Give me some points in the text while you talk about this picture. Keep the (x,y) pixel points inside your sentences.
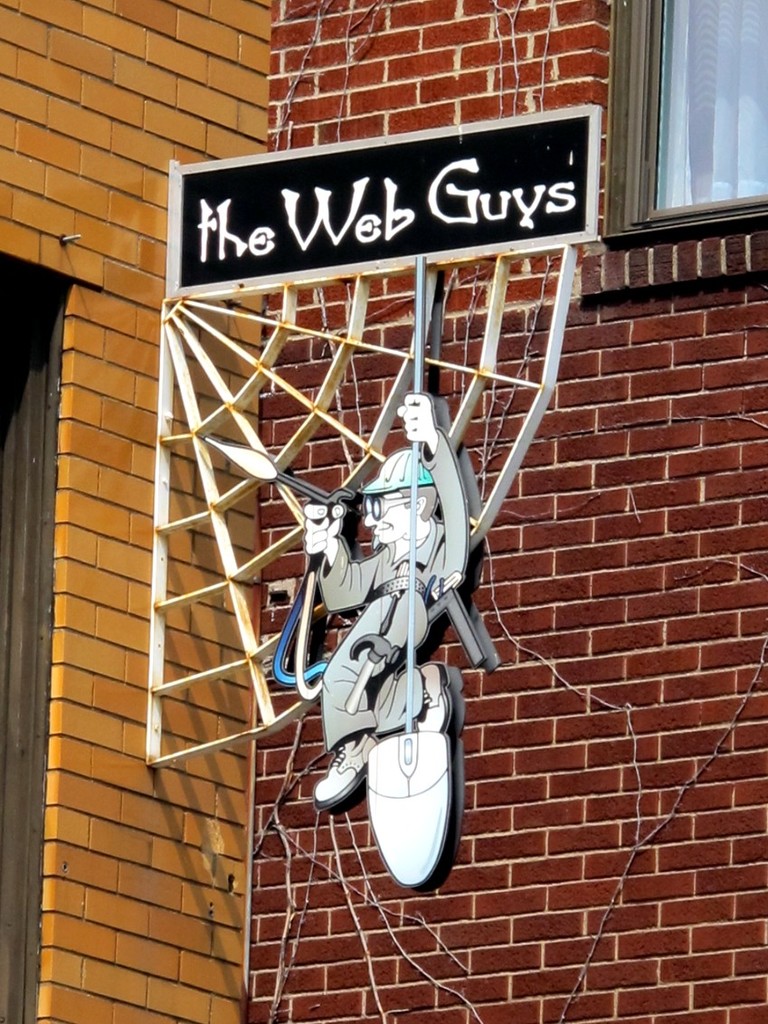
In this image I can see the board (186,274) and statue (298,603) to the building (81,660). And I can see the web guys is written on the board (446,251). And the building (234,110) is in brown and dark brown color. To the right (648,103) I can see the window (668,161).
